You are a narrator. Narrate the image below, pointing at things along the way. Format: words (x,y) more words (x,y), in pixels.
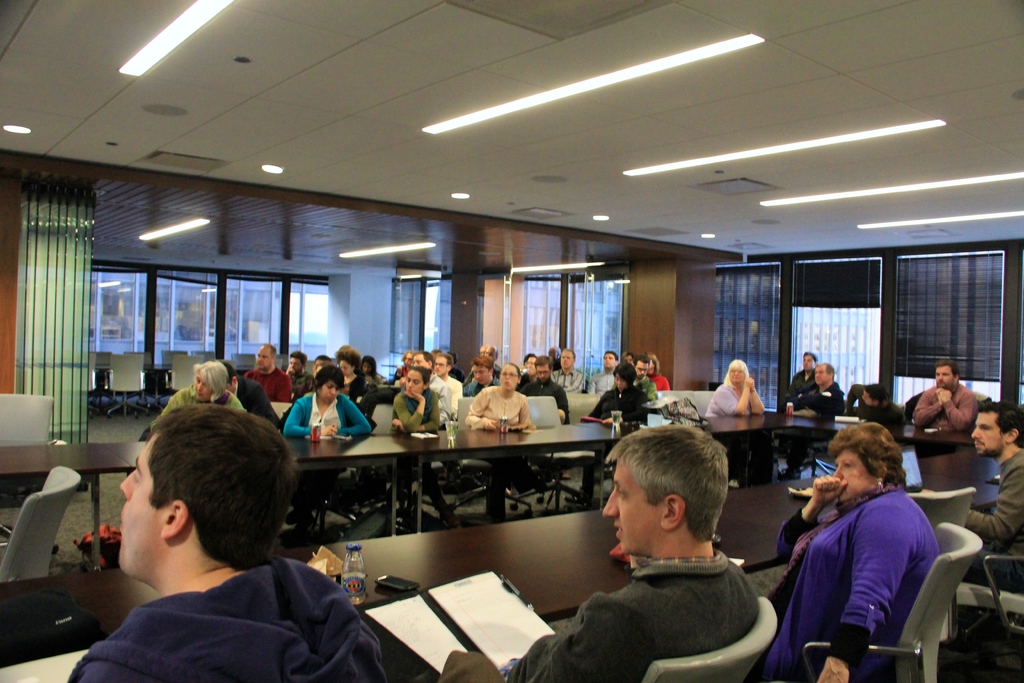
In the picture we can find some people (608,375) are sitting on the chairs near the table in the background (890,266) we can find the glass windows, doors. And ceiling (328,19) we can find lights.
